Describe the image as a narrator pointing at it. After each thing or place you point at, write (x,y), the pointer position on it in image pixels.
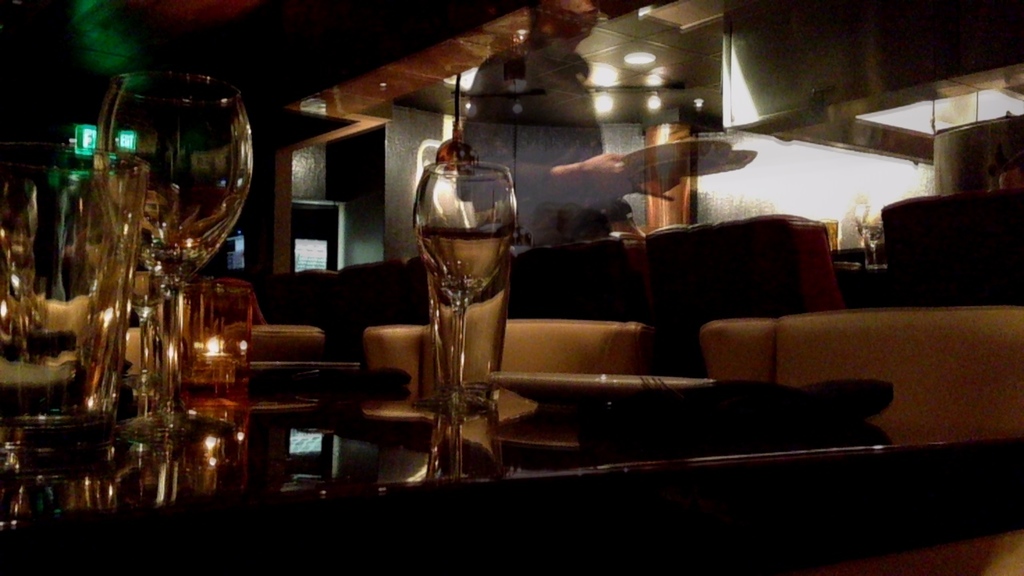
In the foreground of the picture (507,392) there is a table (349,434), on the table (416,455) there are glasses (164,325) and jars (204,335) and a candle (248,358). In the background of the picture (553,337) there are couches (377,297) and pillows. On the top (539,149) there is a glass (623,113), through the glass (620,113) a person (597,135) holding plates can be seen.
